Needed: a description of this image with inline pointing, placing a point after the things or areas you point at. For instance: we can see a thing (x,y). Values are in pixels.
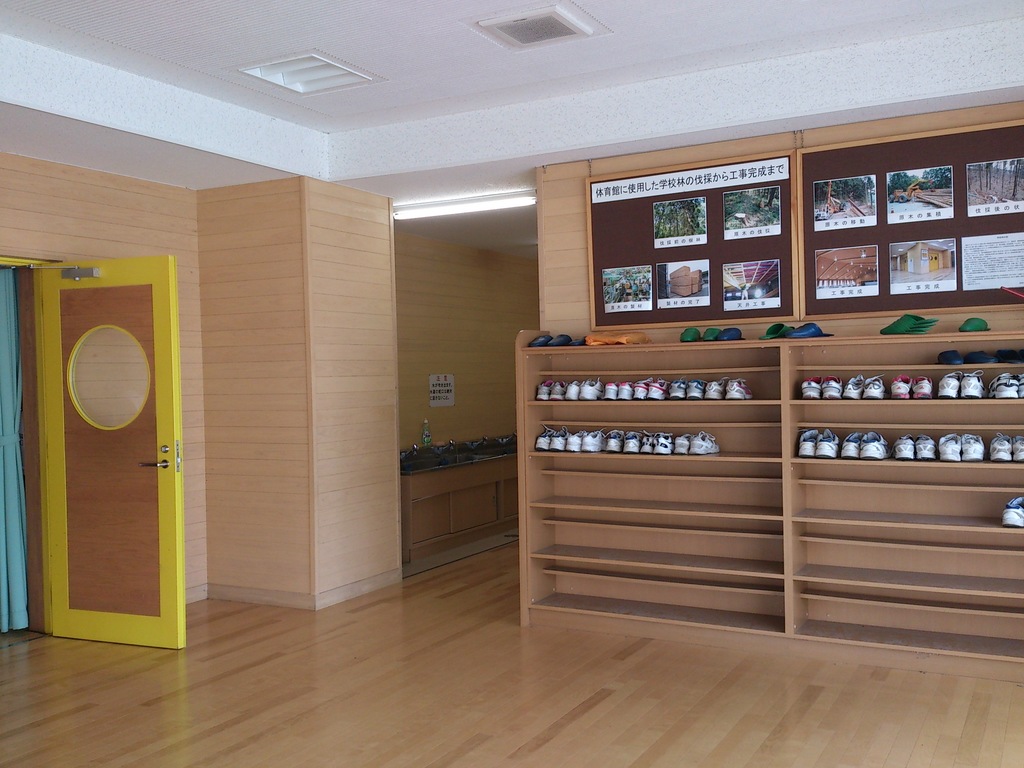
In this image we can see shoes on the racks (785,424). Also there are boards (783,262) with images (839,255). On the left side (160,417) there is a door (99,433) and curtain (19,442). On the ceiling (414,225) there is light (433,206). In the back (445,465) there is a cupboard (464,477). On that there is a bottle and some other items (452,448). On the wall (425,407) something is pasted.
